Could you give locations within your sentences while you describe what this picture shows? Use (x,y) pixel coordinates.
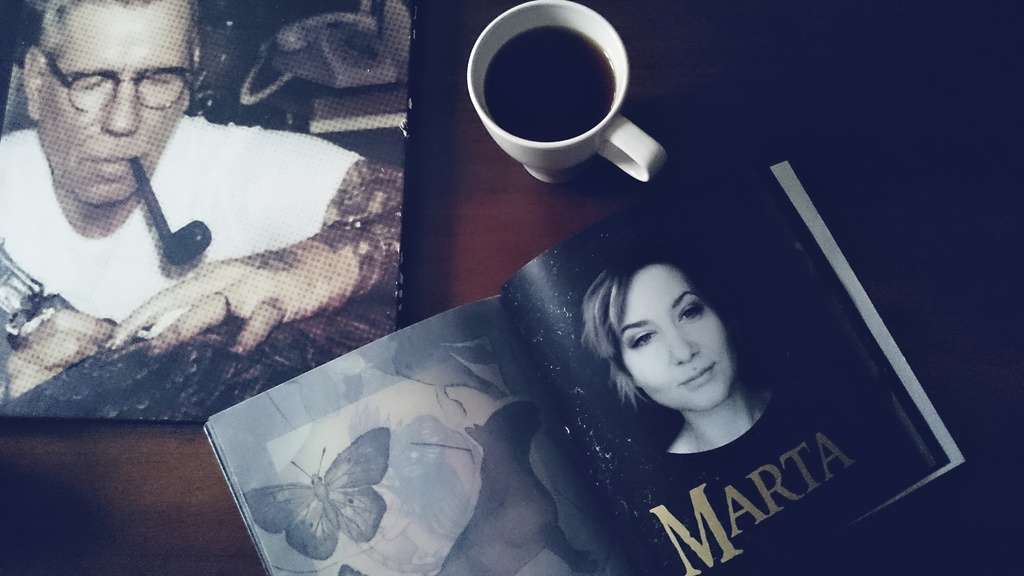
On the left side (101,126) it's a book (272,247). On this there is an image (278,228) of a man (210,292), on the right side (705,365) a woman picture (679,397) is there in this book (596,495). This is the coffee mug (547,122).
